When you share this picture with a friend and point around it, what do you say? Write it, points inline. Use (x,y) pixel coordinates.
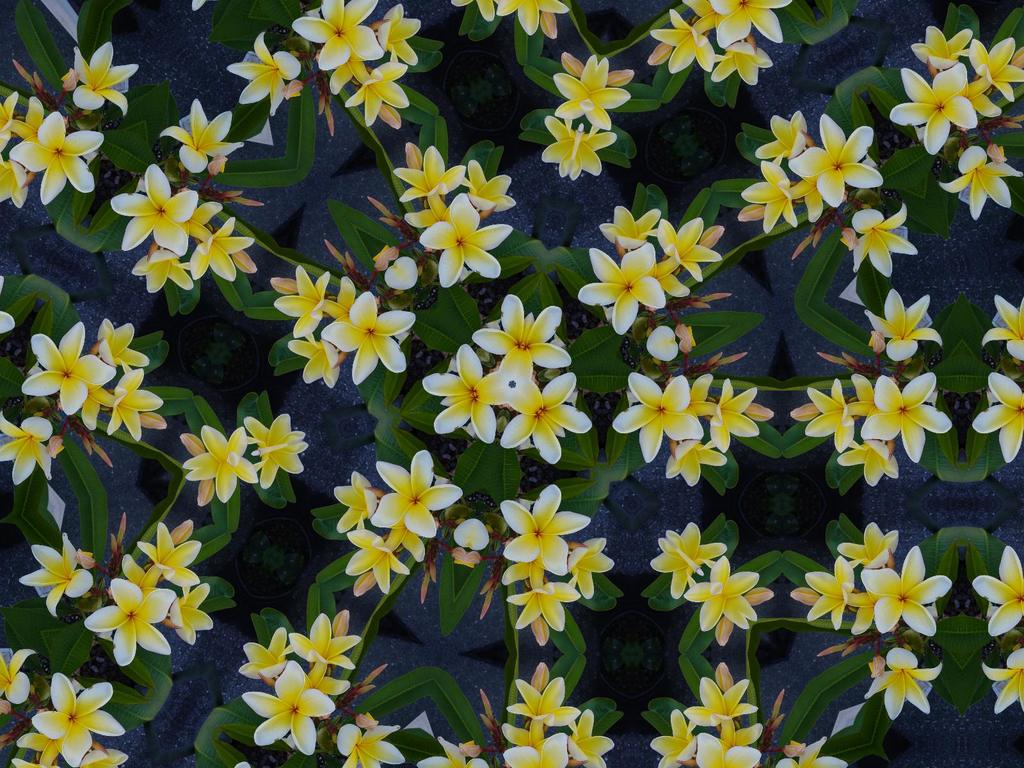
In this picture we can see flowers (529,319) and leaves (443,307).
